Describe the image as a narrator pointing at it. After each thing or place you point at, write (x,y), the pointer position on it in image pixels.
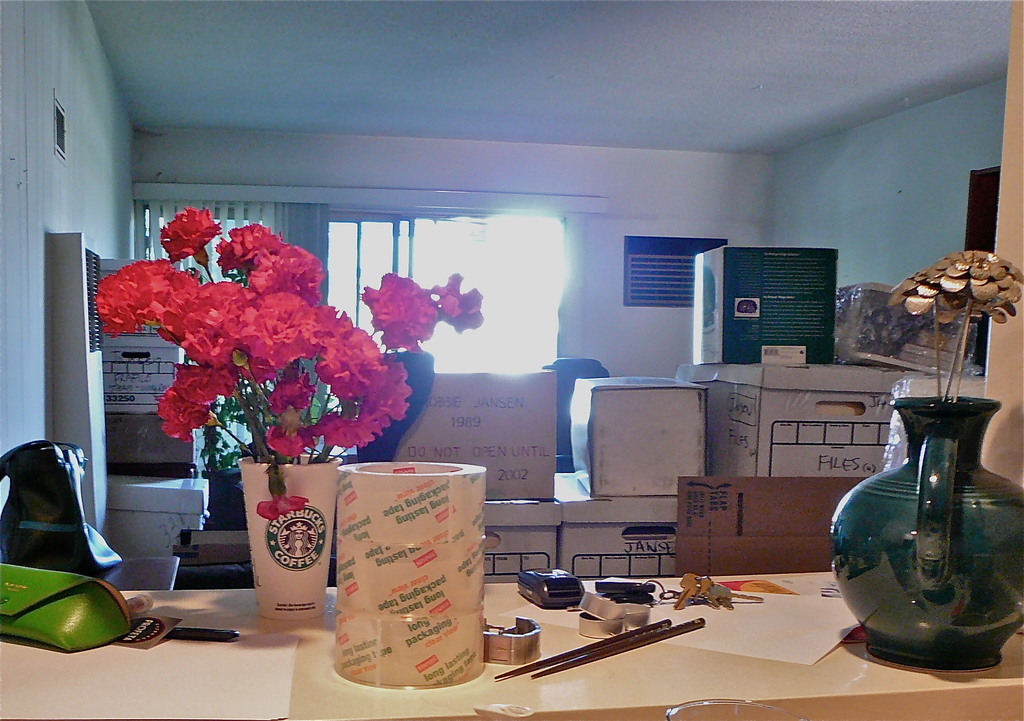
This picture is inside the room (946,200). There is flower vase (926,565), papers (718,630), keys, cups (332,487) glass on the table (669,643). There are cardboard boxes (459,447) behind the table (802,681). At the back (383,246) there is a window (524,308).
